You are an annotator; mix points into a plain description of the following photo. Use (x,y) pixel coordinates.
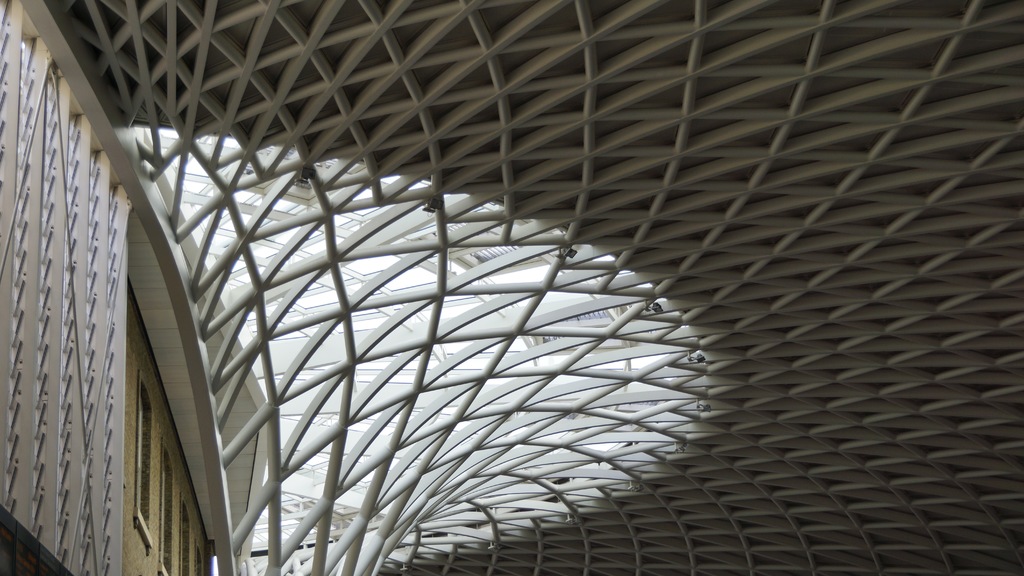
In this picture we can see the architectural building (444,436) and a few windows (163,466).
